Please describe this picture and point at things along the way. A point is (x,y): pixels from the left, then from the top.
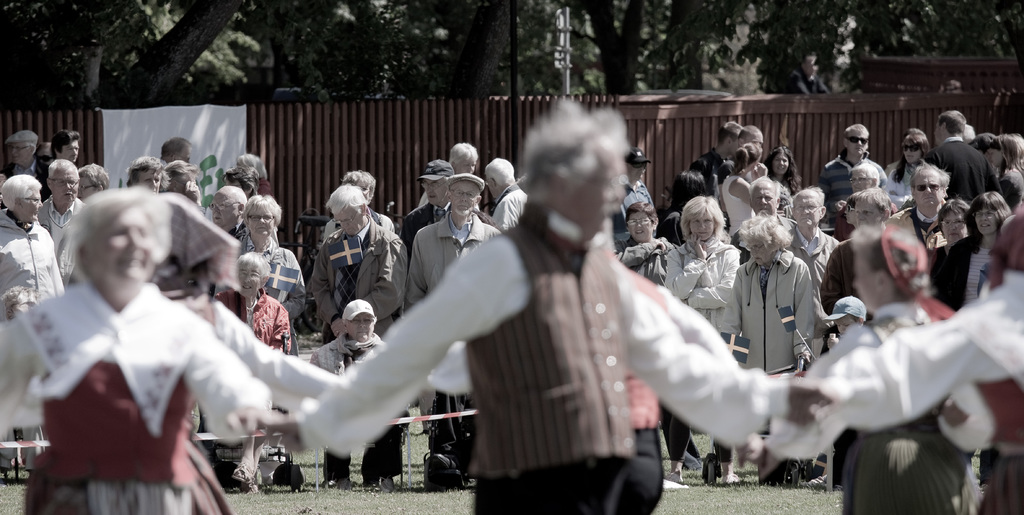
In the foreground of this image (326,430), there are few persons (592,396) blurred and they are holding hands (280,412). In the background (774,185), there is the crowd (63,162) standing, a wooden railing (466,116), a cloth (199,124) attached to the railing (340,115) and trees (223,29) on the top (739,31).
